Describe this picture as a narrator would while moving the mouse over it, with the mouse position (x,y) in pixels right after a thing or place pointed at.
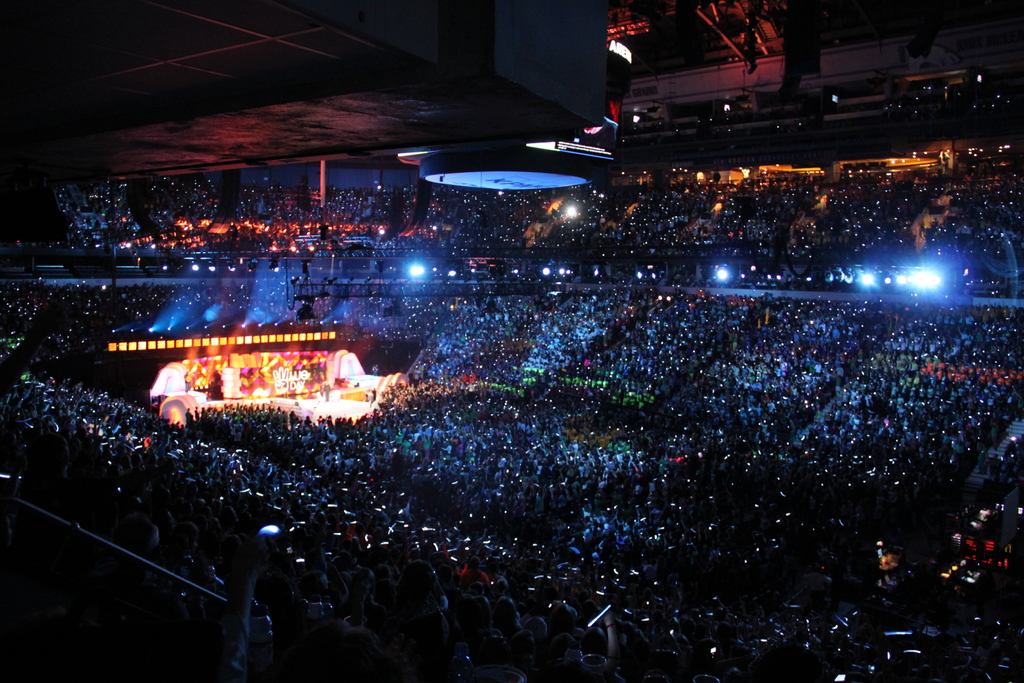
In the image it looks like some concert, there is a stage (333,354) on the left side (177,384) and around the stage (249,385) there is a huge crowd (671,643).
